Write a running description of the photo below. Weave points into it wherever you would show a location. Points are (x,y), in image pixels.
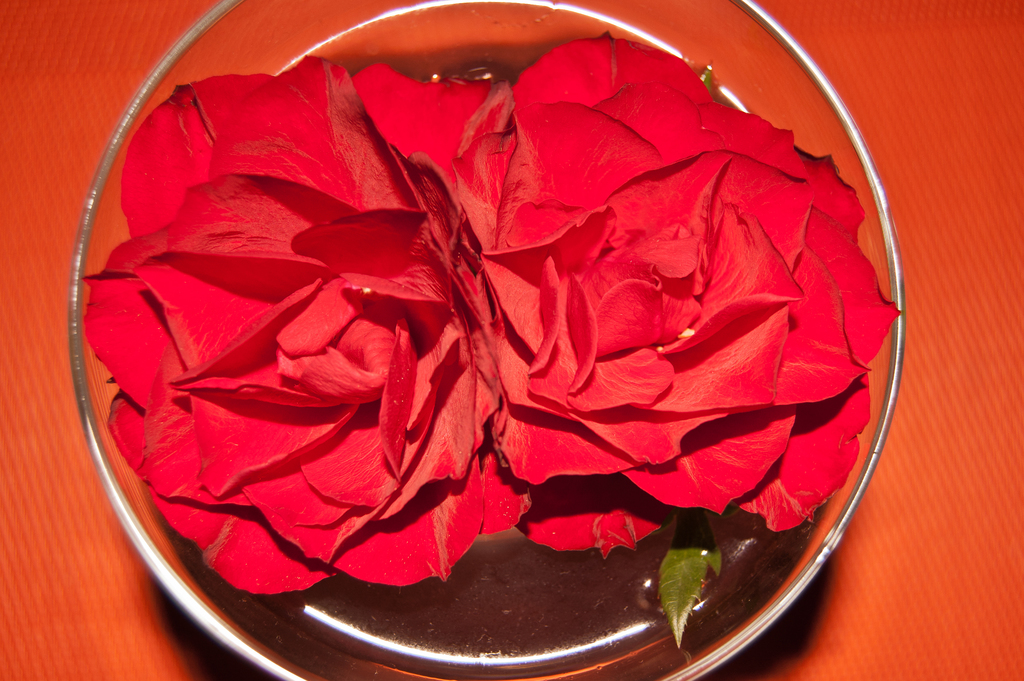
In this image I can see red roses (381,367) in a glass (303,27) on an orange surface (41,576).
